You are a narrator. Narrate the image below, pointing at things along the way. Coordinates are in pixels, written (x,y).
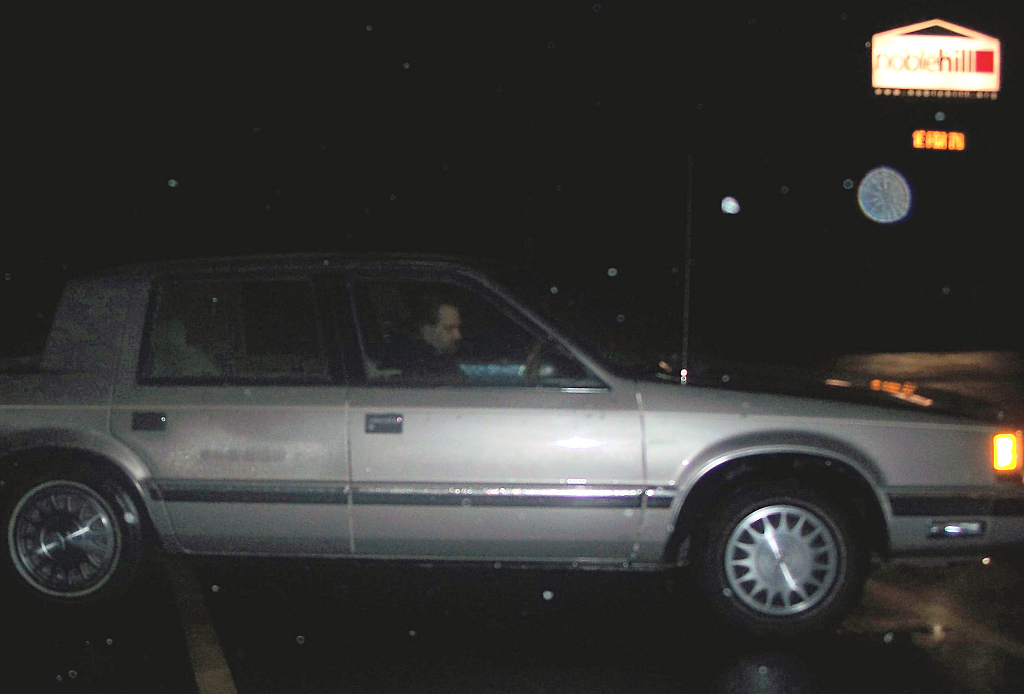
In this picture we can see a car (632,567), we can see a person (452,354) in the car (565,447), in the background (967,81) there is a hoarding (917,68), we can see an indicator (1013,448) here.
